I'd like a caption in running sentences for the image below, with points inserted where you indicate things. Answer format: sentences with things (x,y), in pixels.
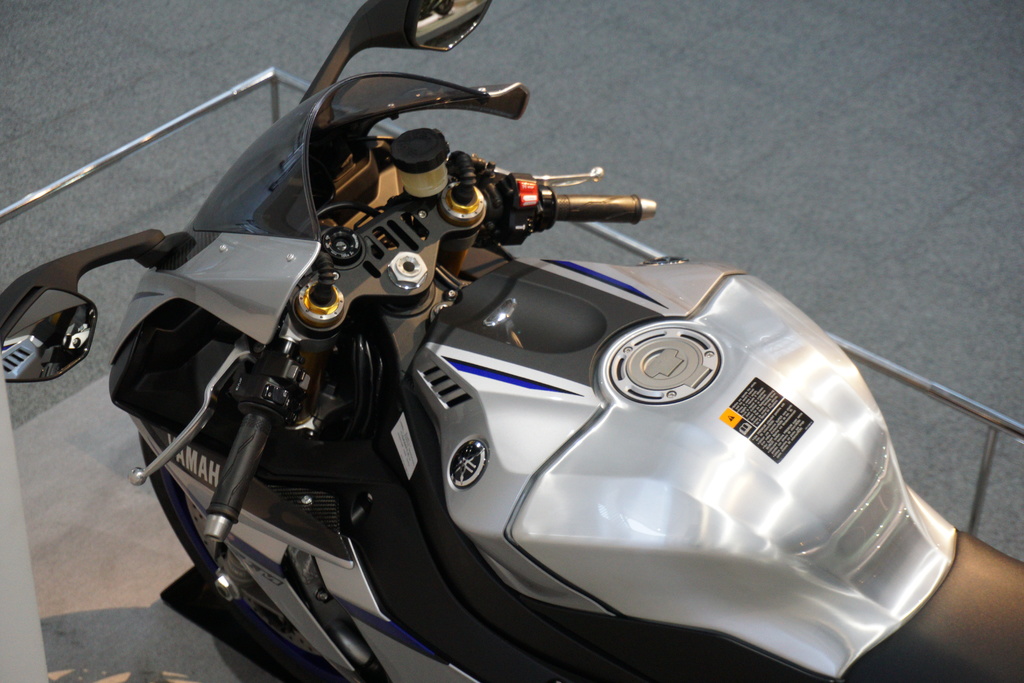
In the image in the center (419,366) we can see one silver color bike (585,538), fence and floor (93,154).
